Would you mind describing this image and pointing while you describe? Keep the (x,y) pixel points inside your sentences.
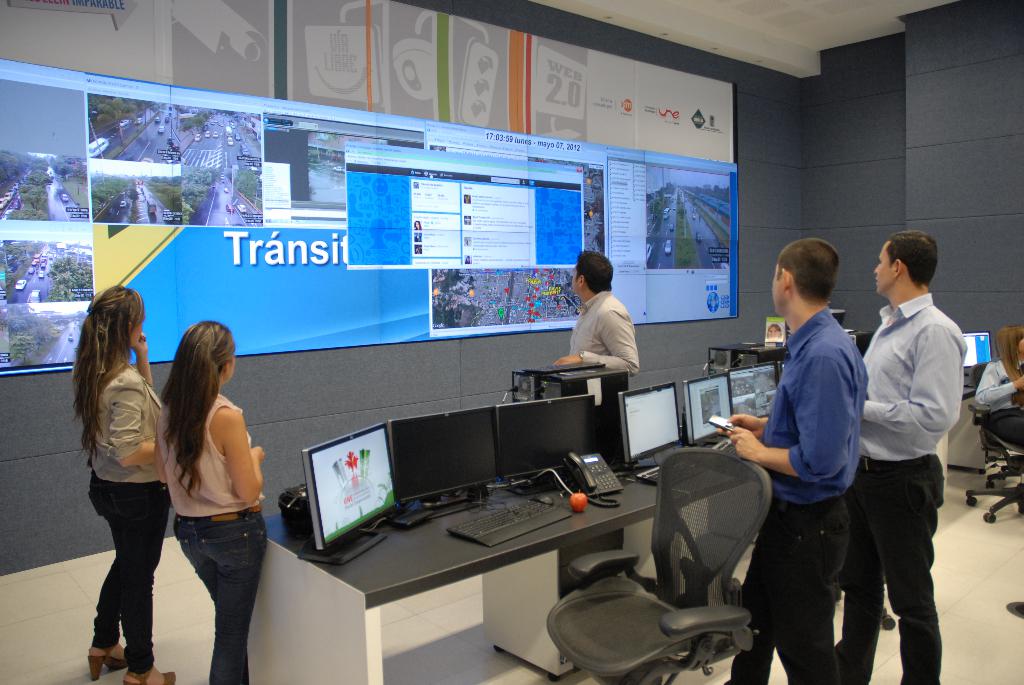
A screen (442,156) is on wall (789,150). This persons (838,408) are standing. In-front of this person (594,326) there is a table (616,501), on a table (648,492) there is a telephone (599,466), keyboard (511,516), mouse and monitors (547,461). This is chair (723,508). This woman (984,399) is sitting on a chair (994,454).
